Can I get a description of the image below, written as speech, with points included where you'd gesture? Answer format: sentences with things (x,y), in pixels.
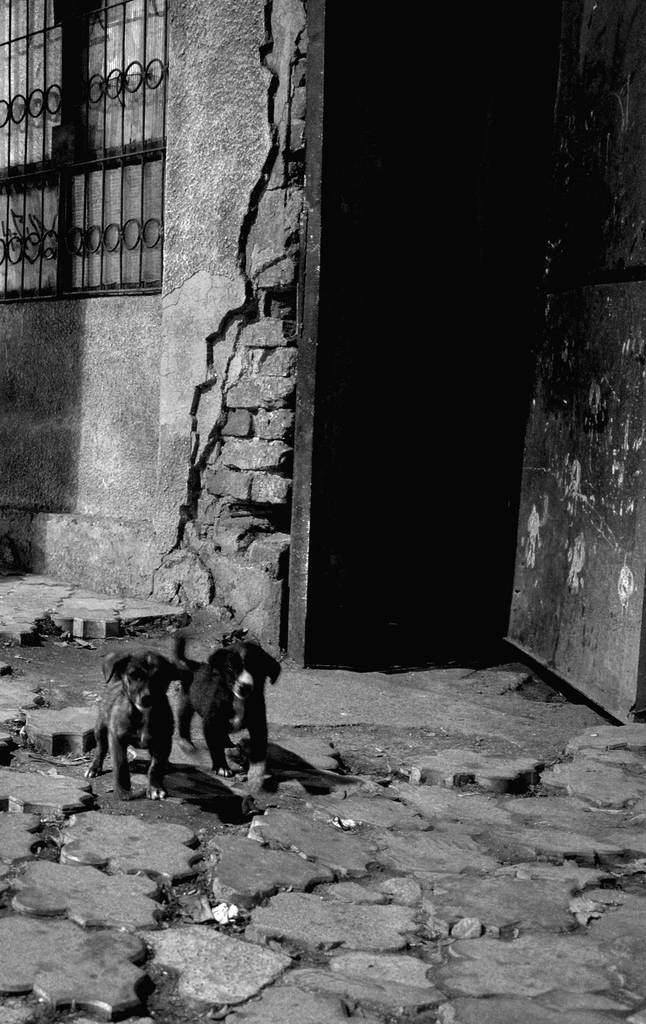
In this image I can see two animals (164,770). To the side of these animals (253,737) I can see the railing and the wall (77,572).
